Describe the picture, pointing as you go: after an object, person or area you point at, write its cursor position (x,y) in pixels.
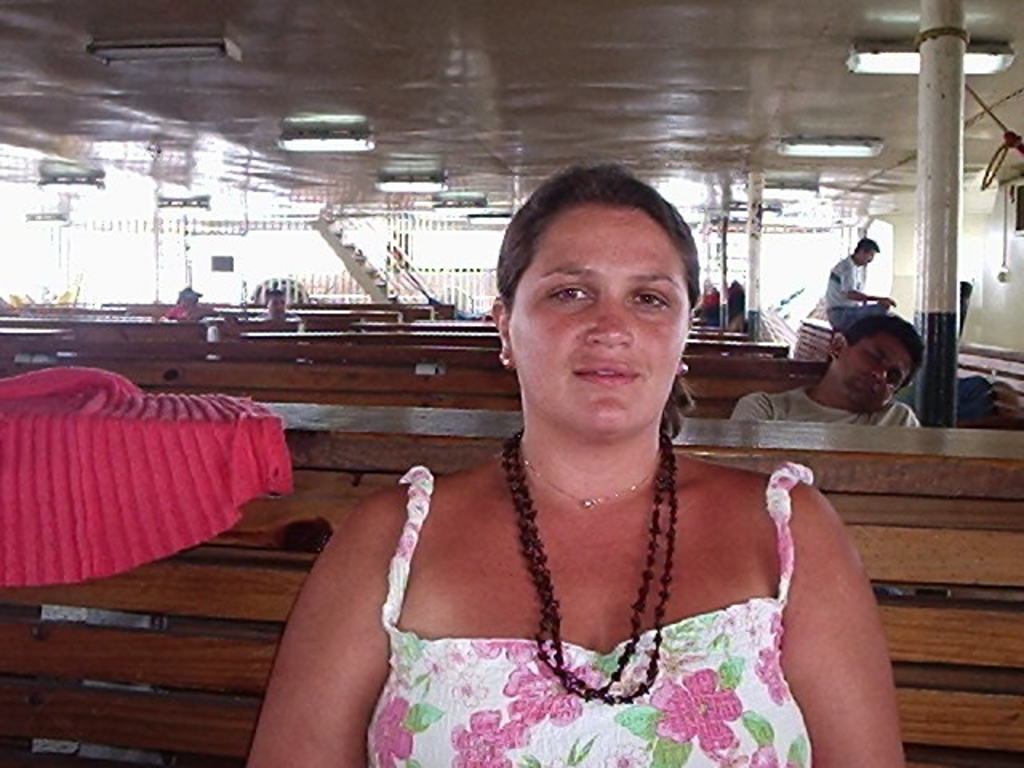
In this image I can see a woman (561,586) sitting on the bench (20,664) and back side of the bench (61,649) I can see a person (832,390) sleeping and sitting on bench (741,375) and I can see another person (862,285) visible on the right side (833,291) in front of the beam (935,223) and I can see a staircase (370,285) in the middle (384,291), I can see a group of benches (153,334) visible in the middle (343,348).
